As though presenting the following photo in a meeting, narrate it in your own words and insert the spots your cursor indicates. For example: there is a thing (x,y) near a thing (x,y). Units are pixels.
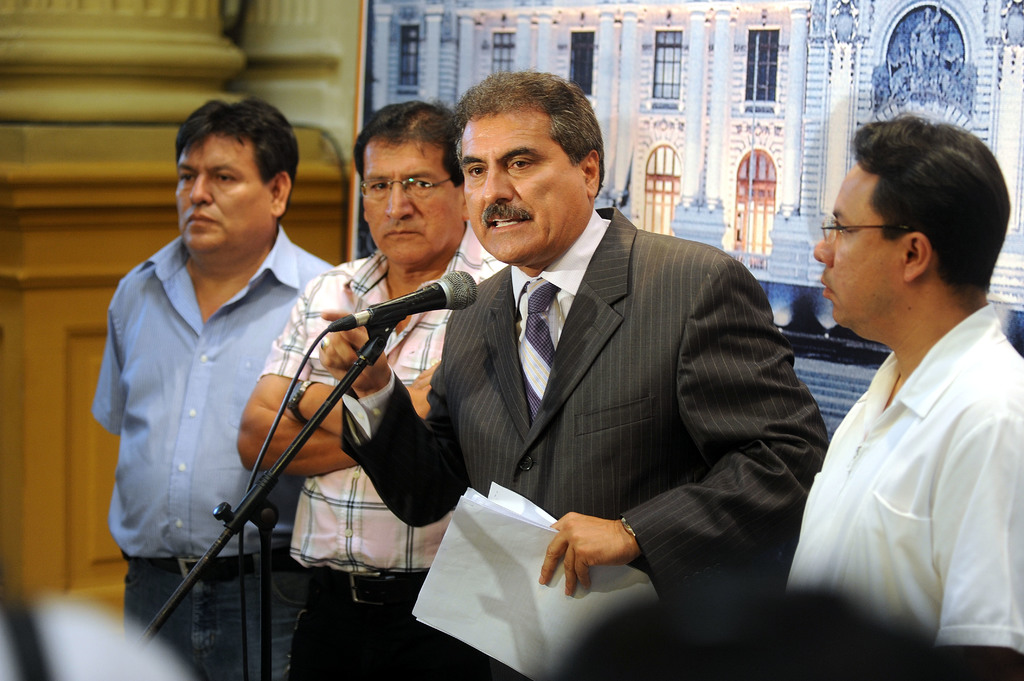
There are people (744,377) standing and this man (494,444) holding papers (522,543) and talking, in front of this man (468,349) we can see microphone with stand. Background (467,50) we can see banner (448,51).
